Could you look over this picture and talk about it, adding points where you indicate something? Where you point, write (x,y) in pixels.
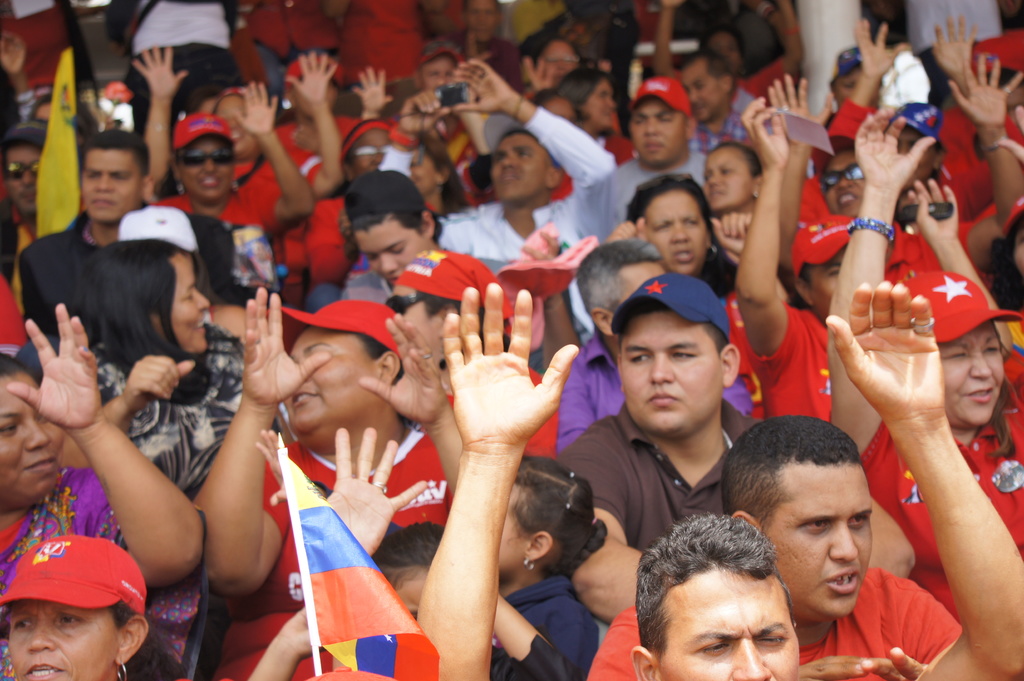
In this image I can see a crowd (341,396) are holding some flags (380,651) in their hand (140,380). This image is taken may be during a day.
